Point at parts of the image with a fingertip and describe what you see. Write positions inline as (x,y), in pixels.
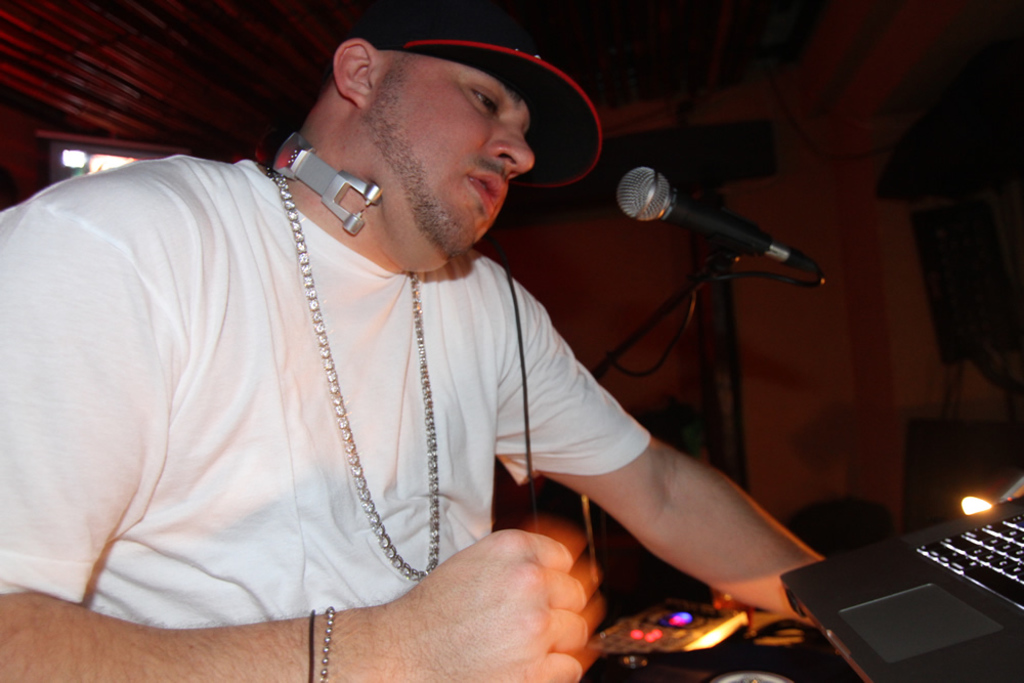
In this picture we can see a man (531,464), in front of him we can find a microphone (688,203), laptop (988,535), light (982,508) and other things (674,618).
